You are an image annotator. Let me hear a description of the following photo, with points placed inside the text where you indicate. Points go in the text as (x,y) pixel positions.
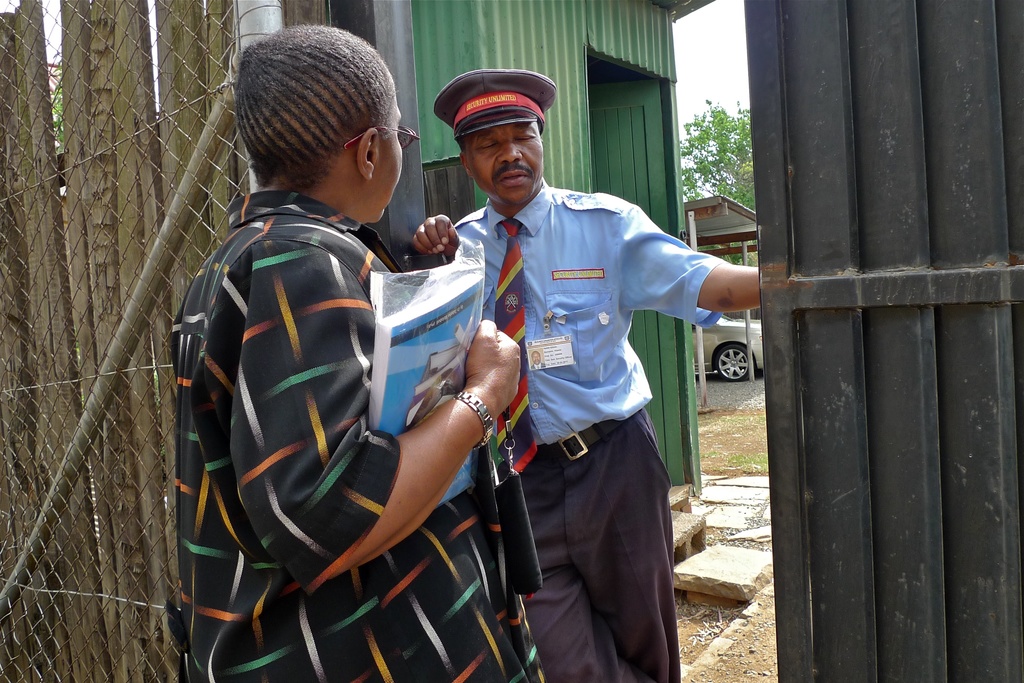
In this picture we can see a book (436,348), id card (542,338), cap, spectacle (400,144), watch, fencing net (171,305), rods (157,238), shed (572,30), shelter (717,229), trees (714,166), grass (758,452), stones (705,554), vehicle (731,359) on the ground (740,412) and two people (570,223) standing and some objects (774,416) and in the background (694,73) we can see the sky (709,68).
